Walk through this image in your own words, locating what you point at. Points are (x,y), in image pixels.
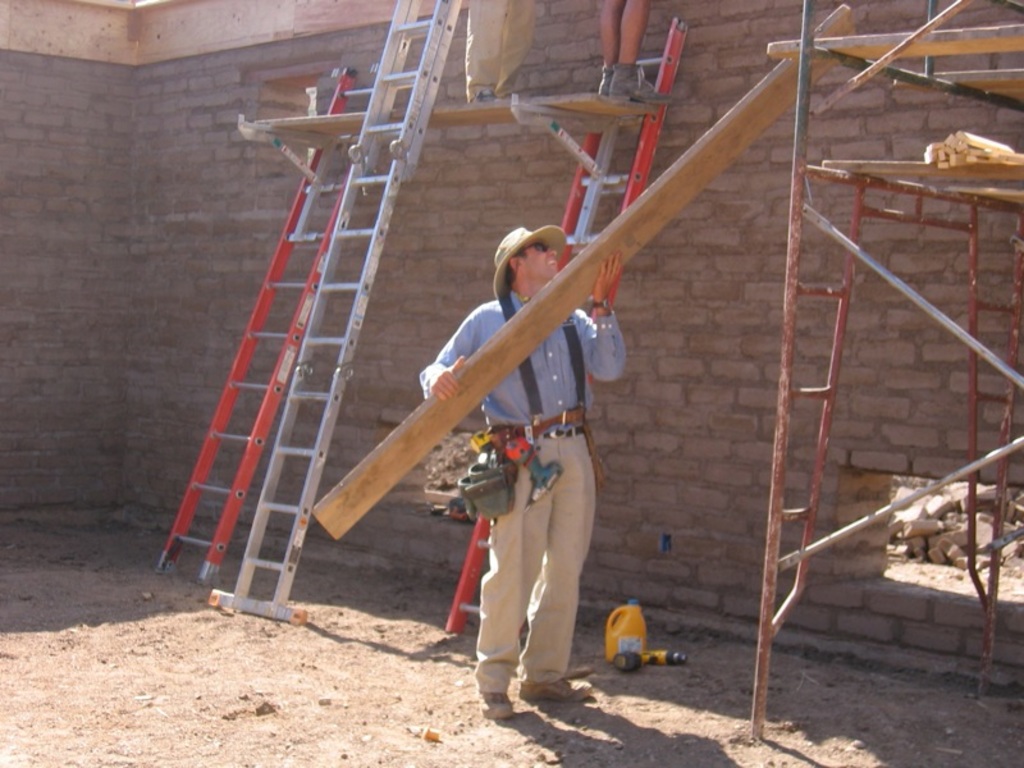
In this image there is a man (530,431) holding wooden strip (748,119) and there is a iron ladder (976,348), in the background (680,521) there is a brick wall (354,37), to that brick wall (592,7) there are three ladders (345,205), on that ladder (383,94) two men (479,60) standing, on the land (340,628) there is a bottle (626,648).
